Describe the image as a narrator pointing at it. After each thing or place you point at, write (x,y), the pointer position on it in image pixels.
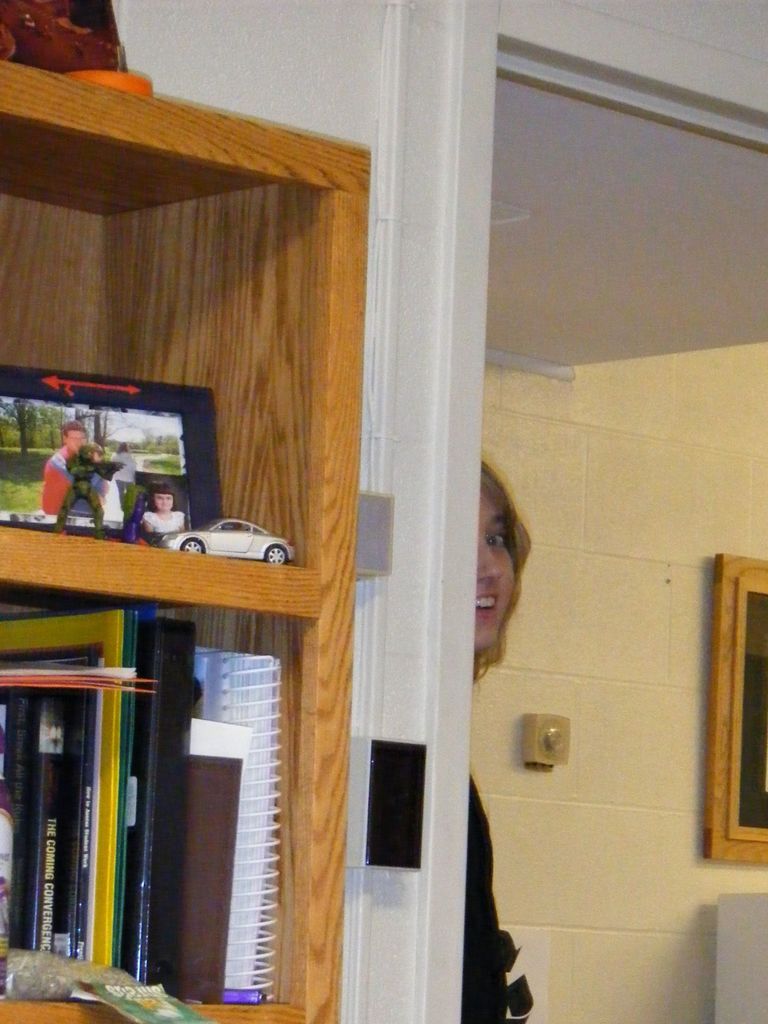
In this image we can see a woman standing on the floor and some objects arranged in the cupboard (281,728).
